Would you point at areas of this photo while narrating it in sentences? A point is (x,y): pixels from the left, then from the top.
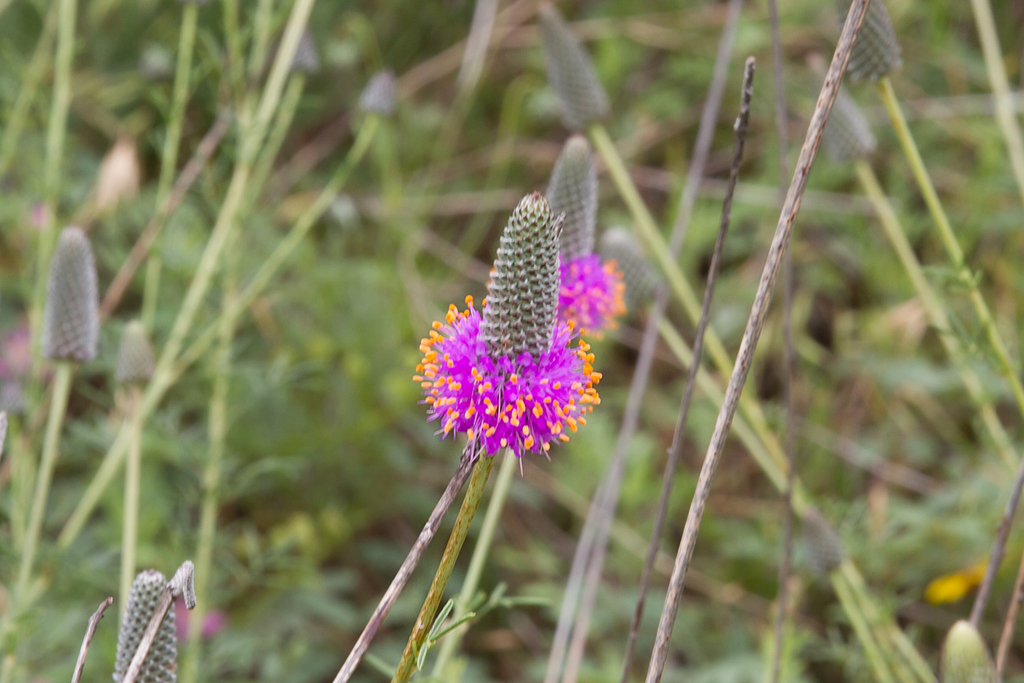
In the image I can see flowers (464,400) and leaves (394,380). The background of the image (391,449) is blurred.
